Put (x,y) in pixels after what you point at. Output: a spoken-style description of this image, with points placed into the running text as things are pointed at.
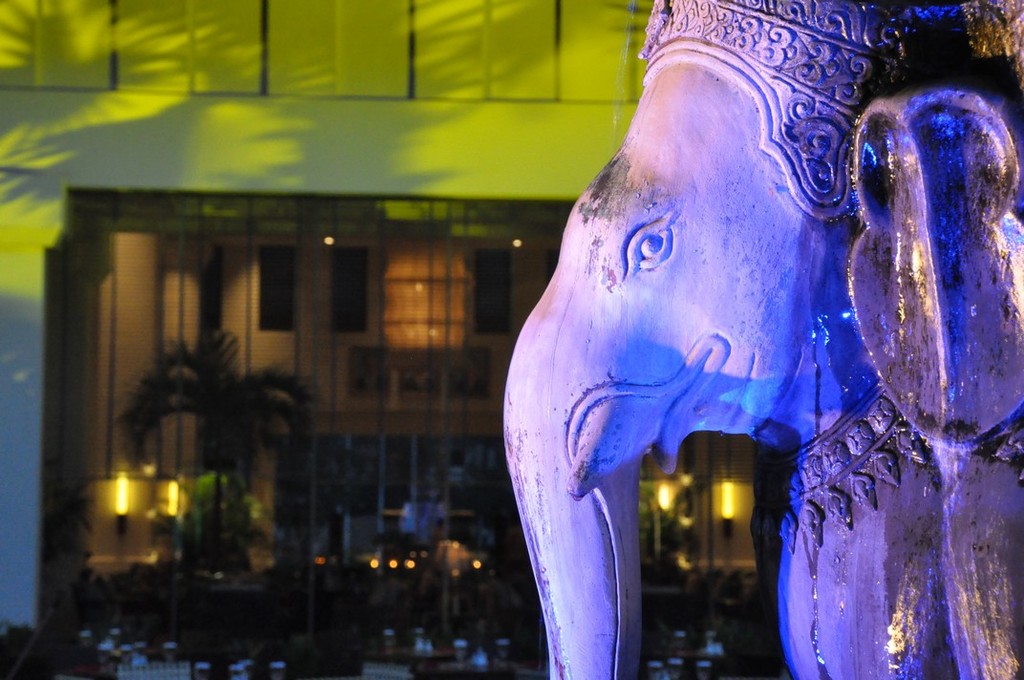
It's a statue of a lord Ganesha (730,306) in the left side (30,284) it's a building (321,129).
